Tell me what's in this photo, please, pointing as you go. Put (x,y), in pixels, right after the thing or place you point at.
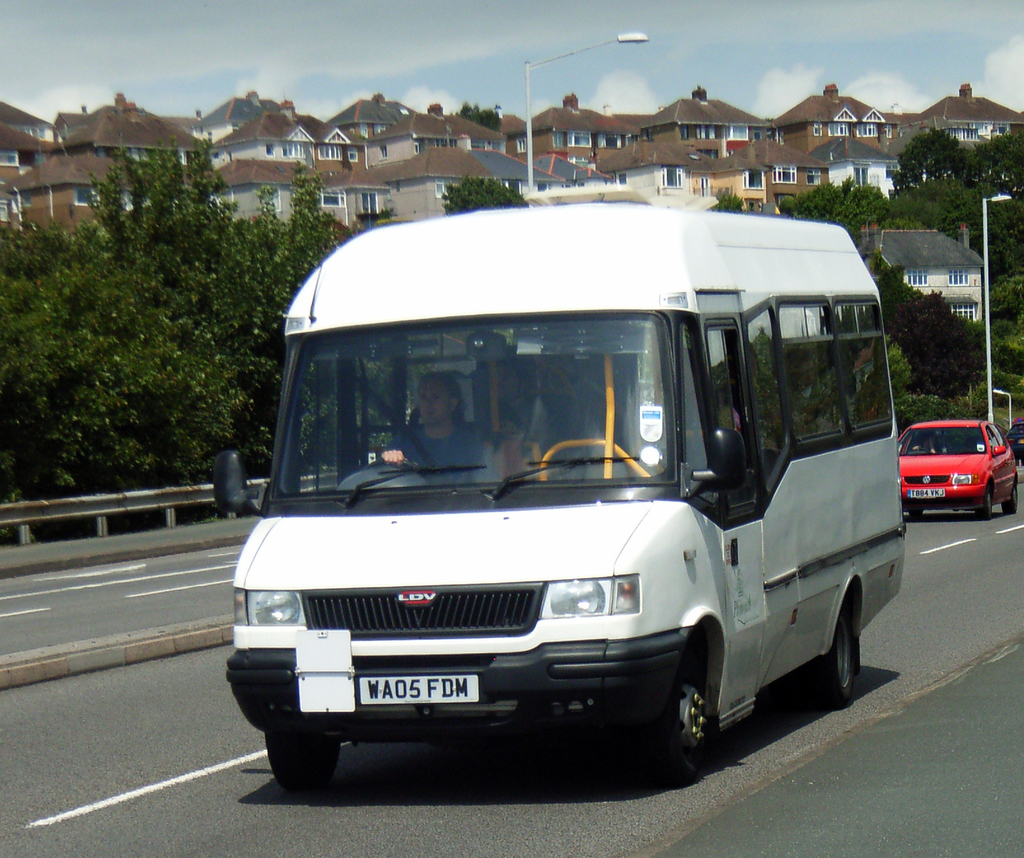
In the image we can see there are vehicles (692,548) moving on the road (175,801) and there is a person (422,453) sitting on the driver seat (471,441). Behind there are trees (12,401) and buildings (348,215). There are street light poles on the road (192,832) and there is a cloudy sky (438,73).
